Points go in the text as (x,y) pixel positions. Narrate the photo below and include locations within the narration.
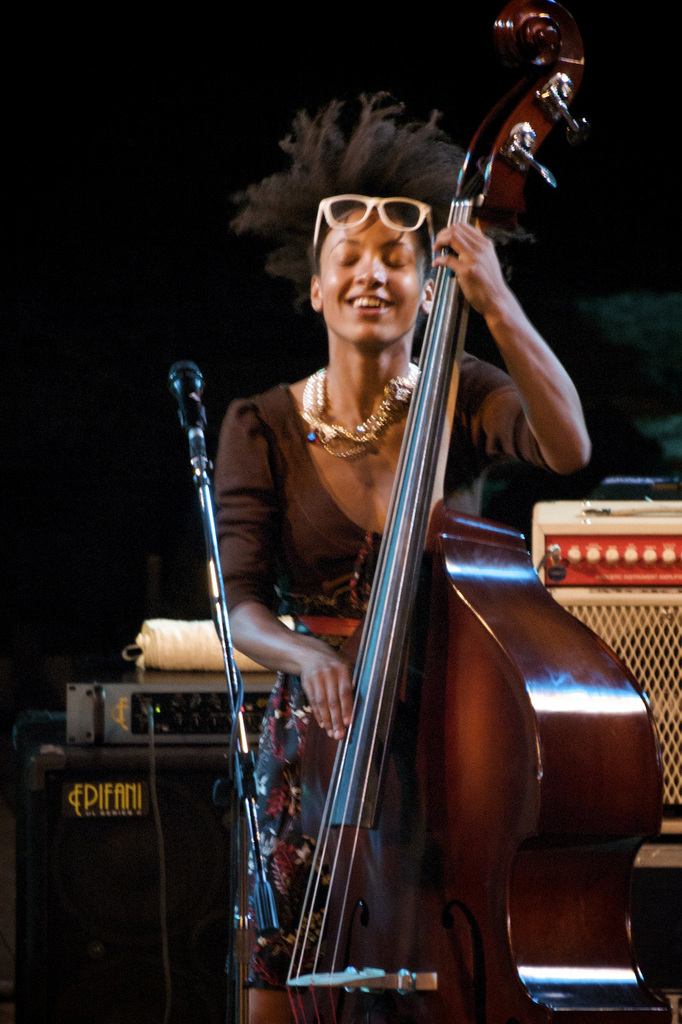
In this image we can see a lady (518,381) playing a musical instrument (421,1017), in front of her there is a microphone (186,413) and behind her there are some electronic objects (667,685).
